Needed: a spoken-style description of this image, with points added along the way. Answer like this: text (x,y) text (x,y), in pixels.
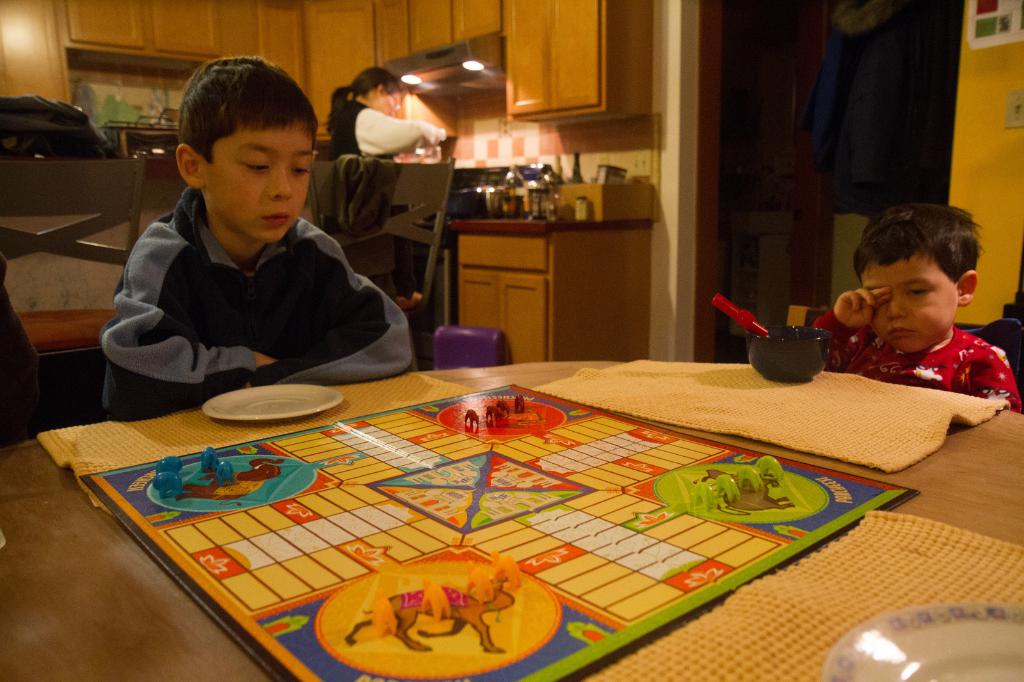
In this image there are three persons (273,342). At the foreground of the image (268,326) there are two kids (895,363) sitting on the table (558,361) and at the foreground of the image (395,521) there is a game (408,421) and at the background of the image (418,140) there is a woman (383,116) doing some work in kitchen (566,121).
